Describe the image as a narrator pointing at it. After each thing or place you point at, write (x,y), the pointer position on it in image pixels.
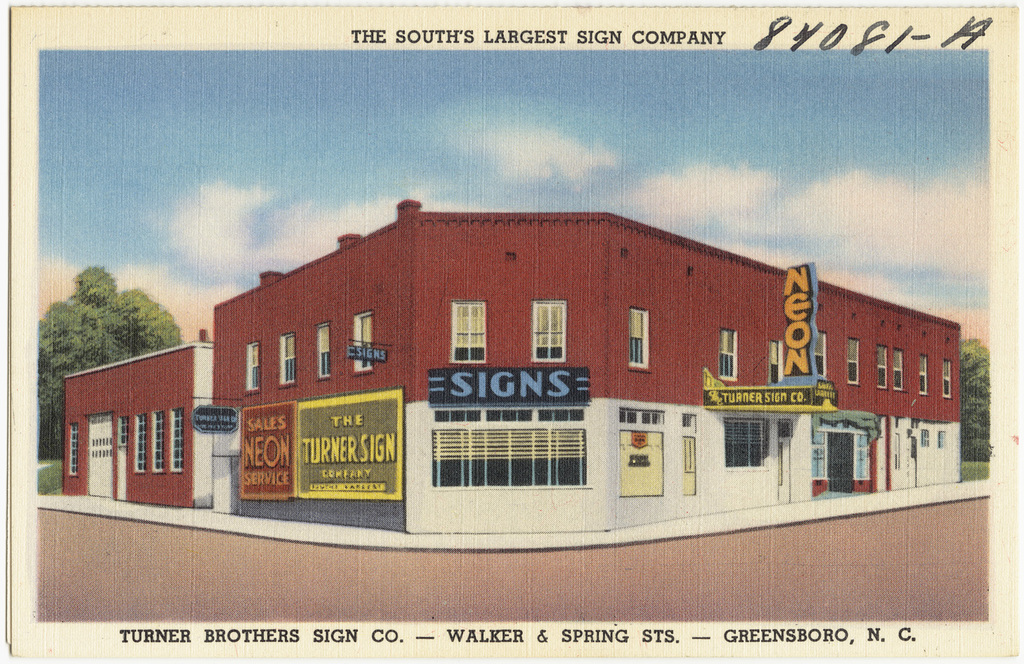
In this image, we can see a building (563,342) which is colored red. There is a tree (102,321) on the left side of the image (102,321). In the background of the image (205,143), there is a sky (835,135).
